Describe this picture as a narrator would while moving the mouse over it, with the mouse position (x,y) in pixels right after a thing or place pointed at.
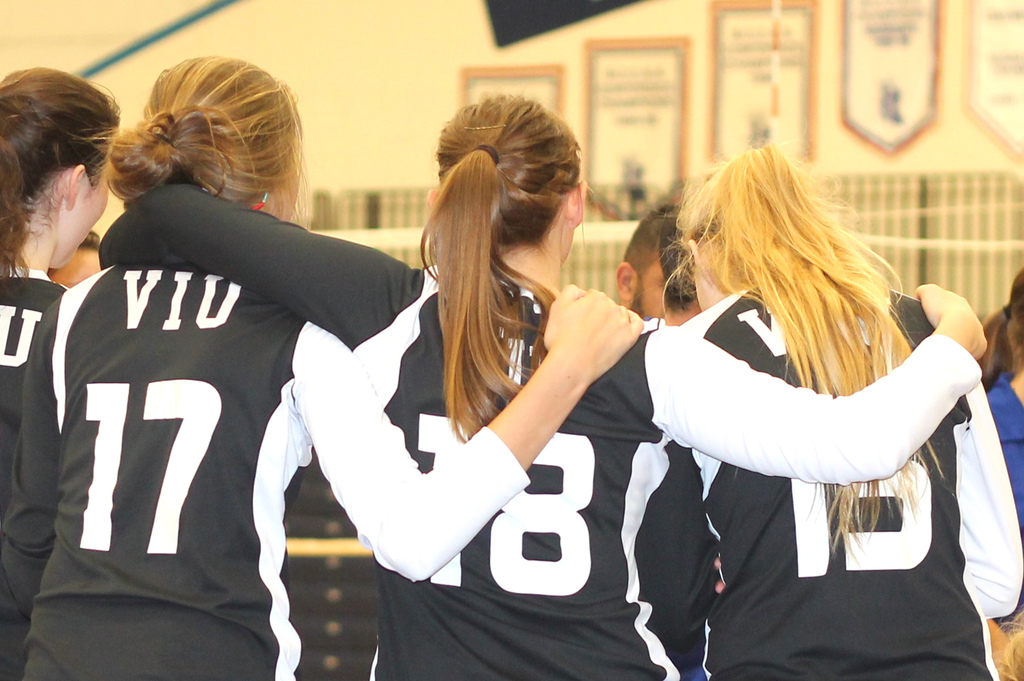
In this image we can see four women (328,412) are standing and they are wearing black and white color t-shirt (651,435).
